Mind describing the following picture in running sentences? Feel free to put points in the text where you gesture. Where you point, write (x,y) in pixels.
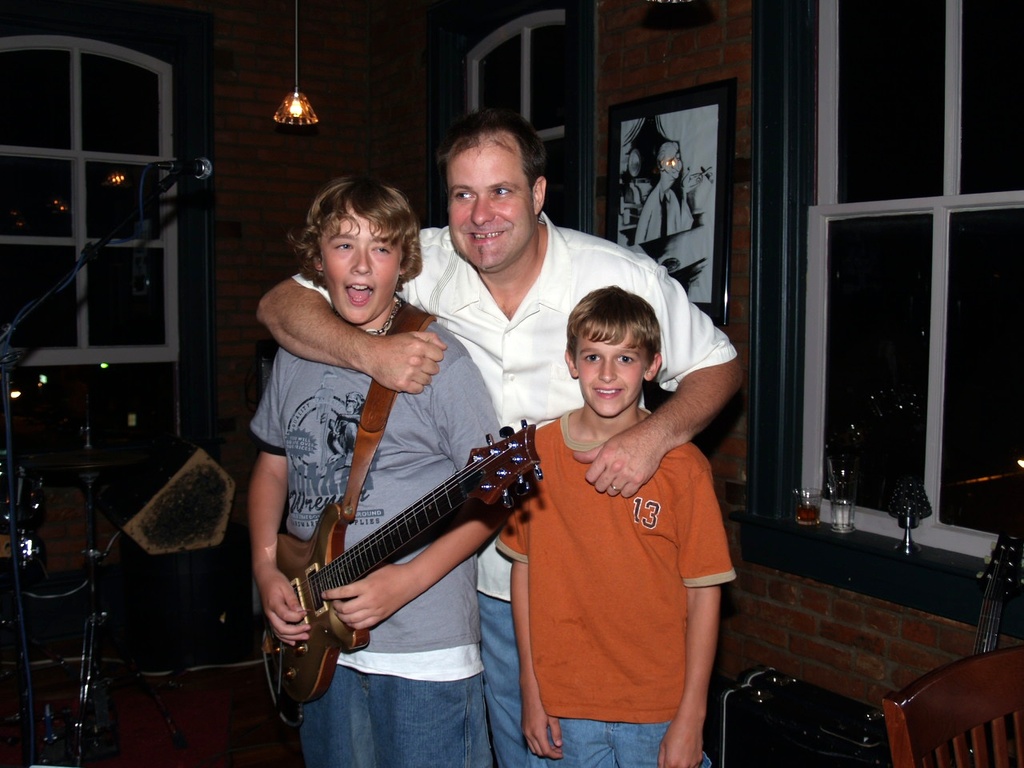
There are three persons (524,340) and they are smiling. He is holding a guitar (317,564) with his hand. This is mike (169,177). On the background (300,178) there is a wall (825,635) and this is frame (672,186). There are glasses (848,529) and this is chair (963,736). These are the windows (118,153) and this is light (305,111).
